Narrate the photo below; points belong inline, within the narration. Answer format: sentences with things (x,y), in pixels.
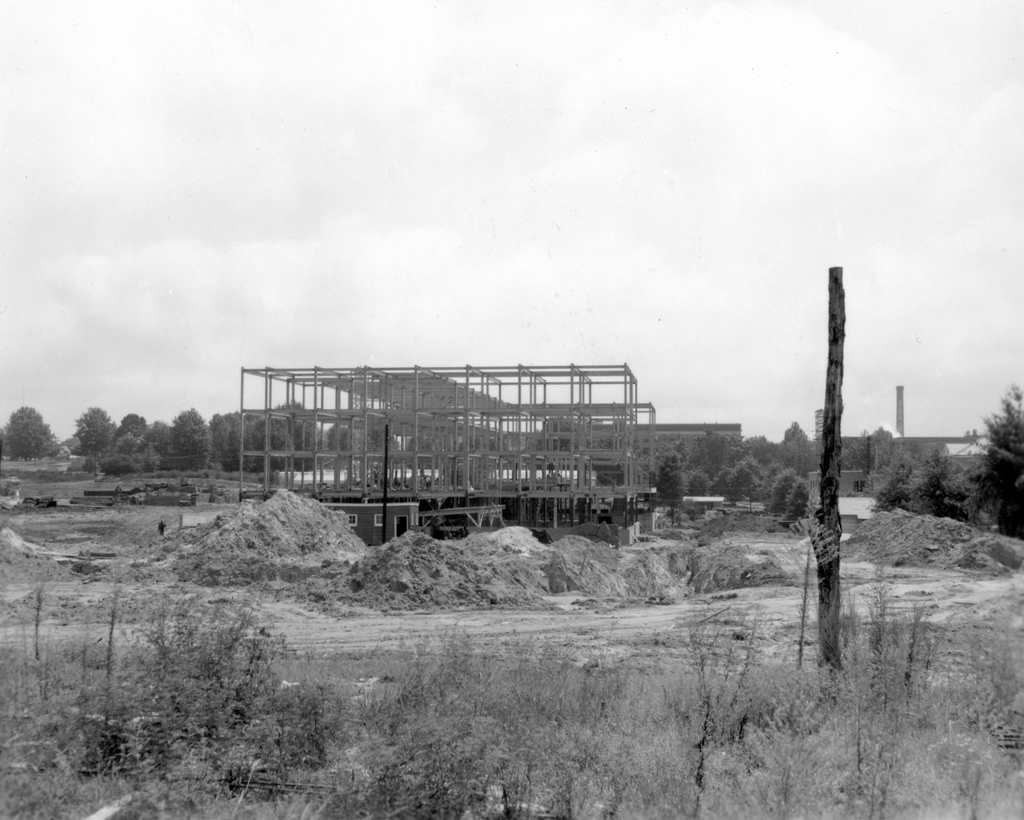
This is a black and white image. In this image we can see some rods (438,377) placed in an order, some buildings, a group of trees (185,469), a heap of sand (171,567), plants (78,653), some poles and the sky (416,232) which looks cloudy.
